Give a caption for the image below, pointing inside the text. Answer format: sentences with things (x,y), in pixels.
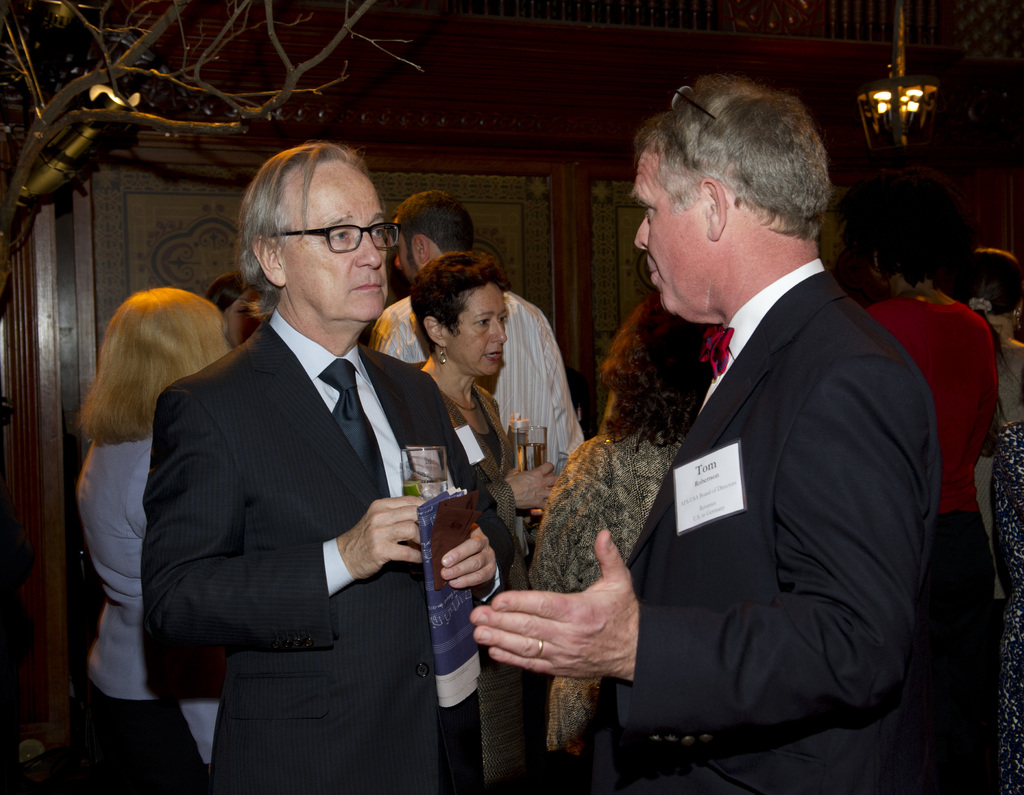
In this image there are group of people (405,676) standing and talking in a room (388,131) also there is a light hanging from the ceiling (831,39).
